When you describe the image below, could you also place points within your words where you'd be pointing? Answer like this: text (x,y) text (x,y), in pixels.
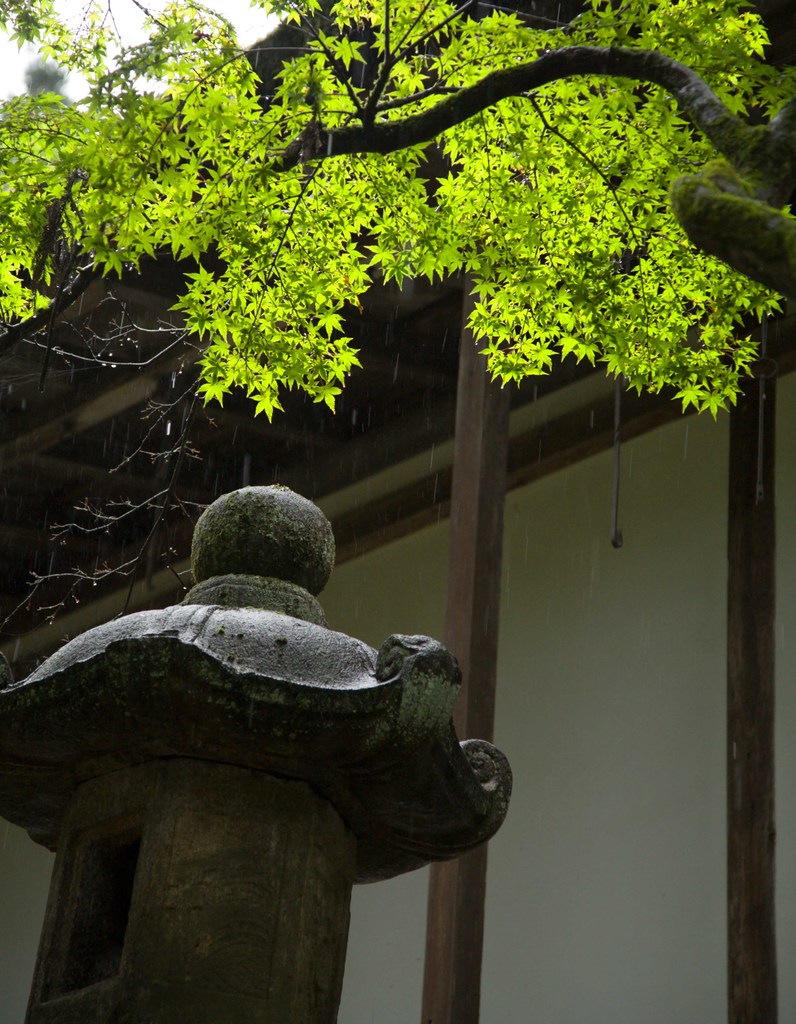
In-front of this building (170,256) there is a tree (234,205).
